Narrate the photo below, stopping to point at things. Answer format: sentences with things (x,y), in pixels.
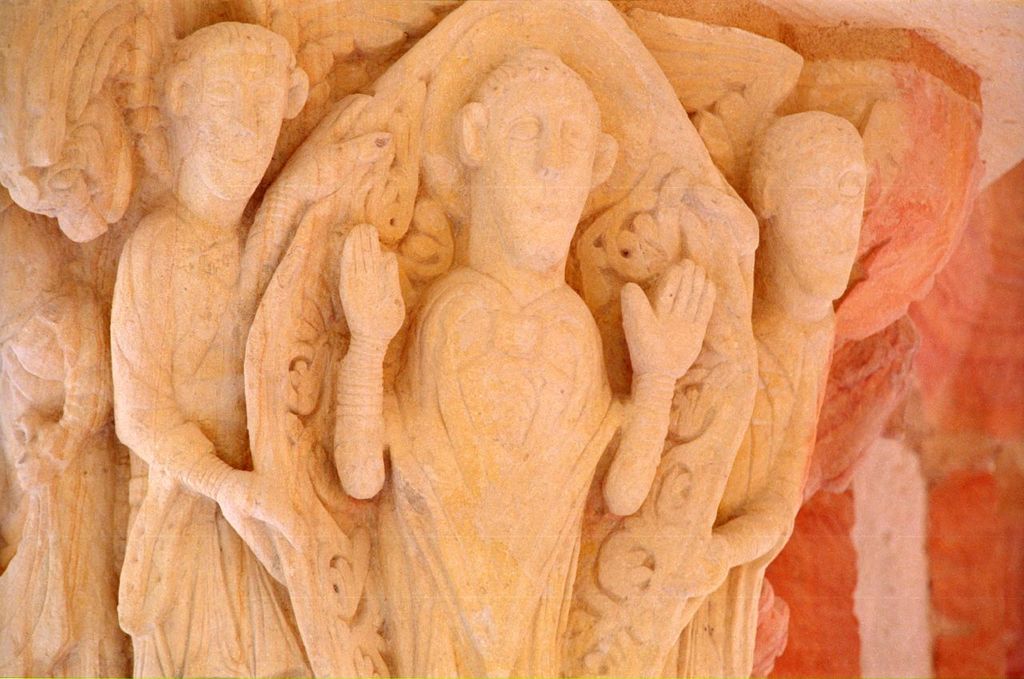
On the left side (330,143), there are sculptures (564,582) on a pillar (918,152). And the background (976,428) is blurred.
